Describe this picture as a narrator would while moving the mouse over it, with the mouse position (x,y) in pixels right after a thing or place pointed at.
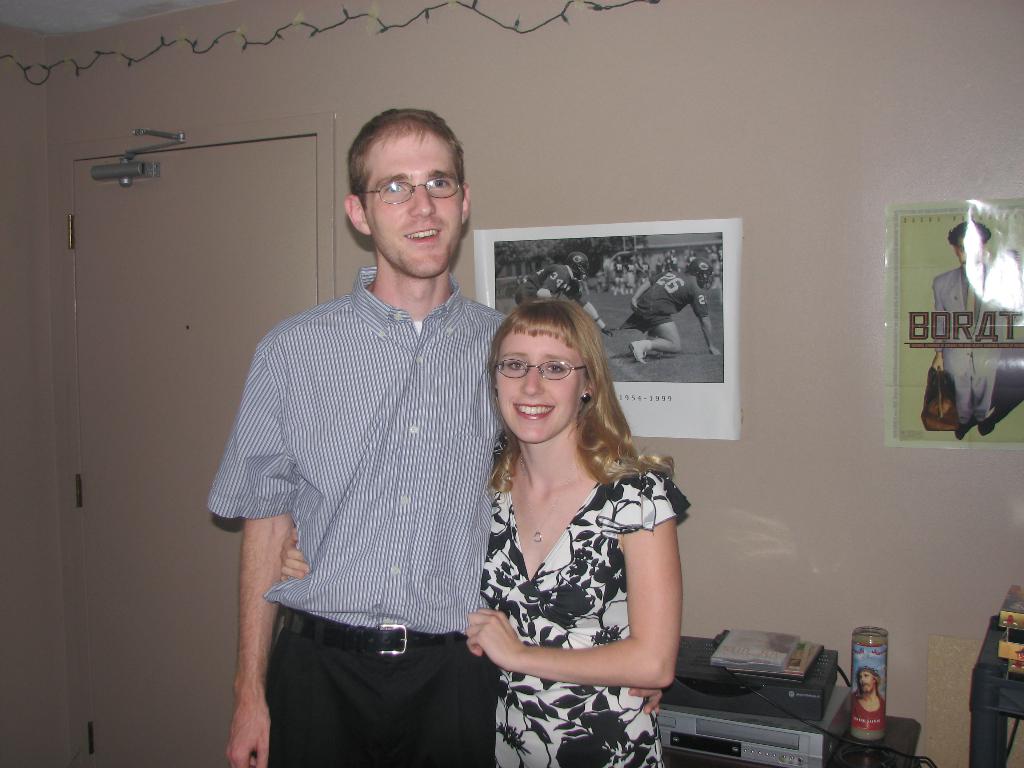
In this image I can see two people (464,460) standing and wearing different color dress (493,666). Back I can see a door (238,261), lights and papers (662,264) are attached to the wall (824,116). I can see Cd-player (708,730) and some objects (854,726) on the table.
